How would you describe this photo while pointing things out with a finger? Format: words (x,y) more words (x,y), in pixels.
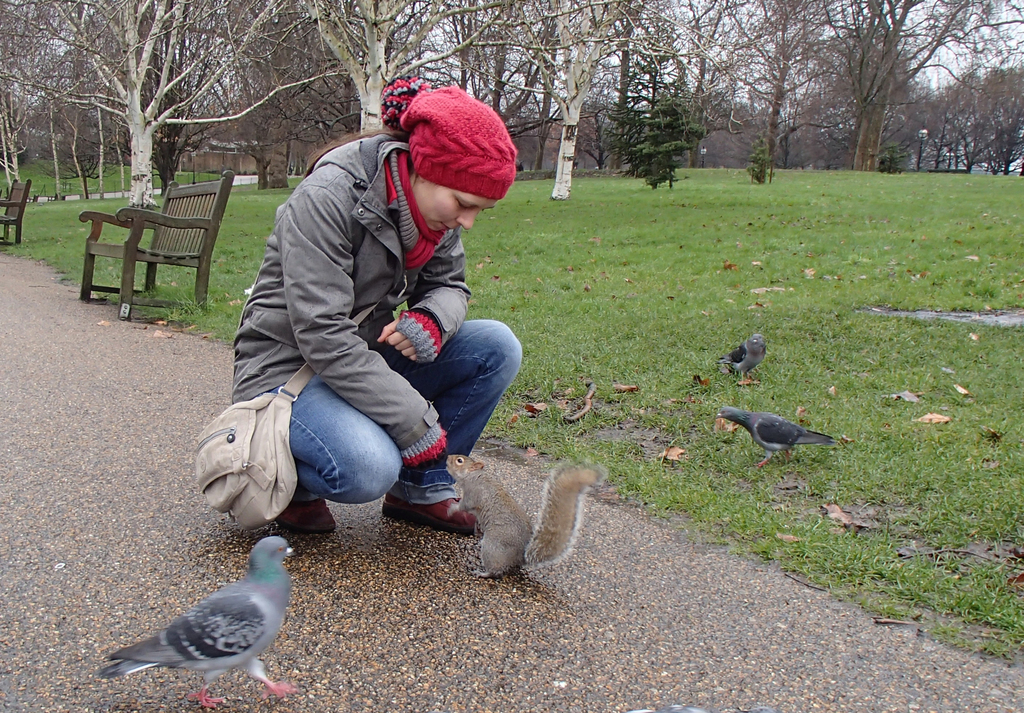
In this image I can see a person (314,443) wearing gray color jacket (339,219), blue color pant (370,432) and a cream color bag (211,419). I can also see few birds (291,547), a squirrel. Background (220,194) I can see a bench (205,193) in brown color, few dried trees (283,94) and few trees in green color and the sky (718,37) is in white color.
